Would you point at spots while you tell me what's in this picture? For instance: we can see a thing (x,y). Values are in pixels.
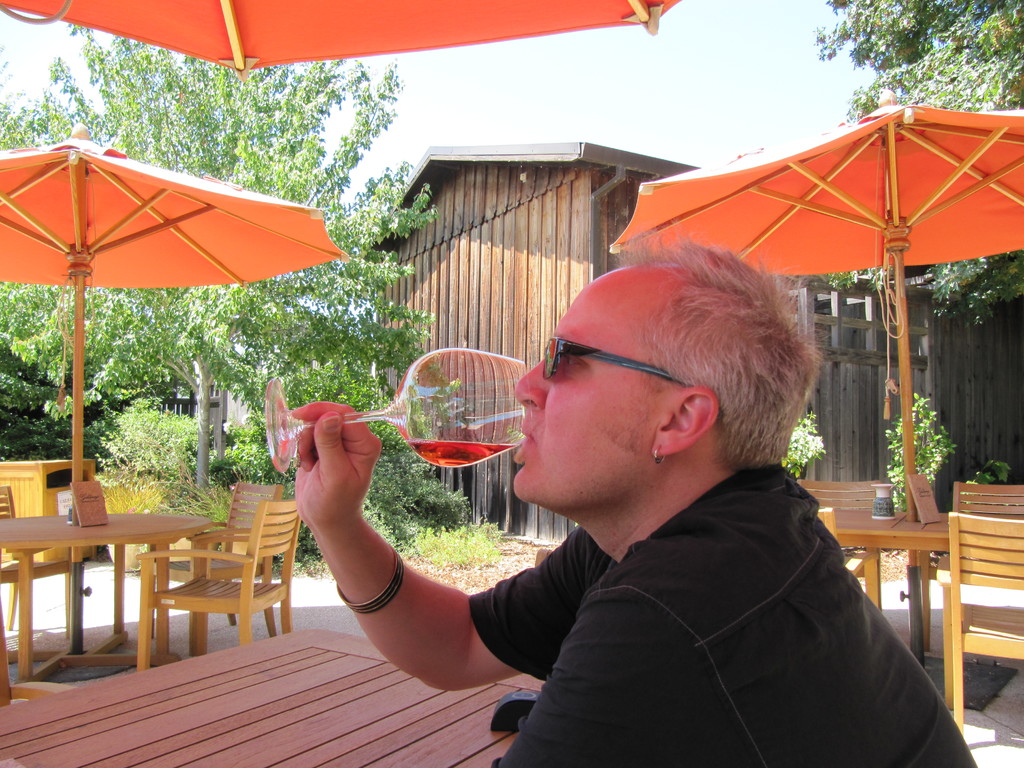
This is the man (727,671) sitting and holding a glass (285,466). He wore goggles (565,354) and a black shirt (793,643). These are the tables (910,520) and chairs (854,507). I think this looks like a house (546,300), which is built with wood (577,214). These are the kind of patio umbrellas (568,26), which are orange in color. I can see the trees (334,376) and bushes (441,509). This is the sky (761,90).
